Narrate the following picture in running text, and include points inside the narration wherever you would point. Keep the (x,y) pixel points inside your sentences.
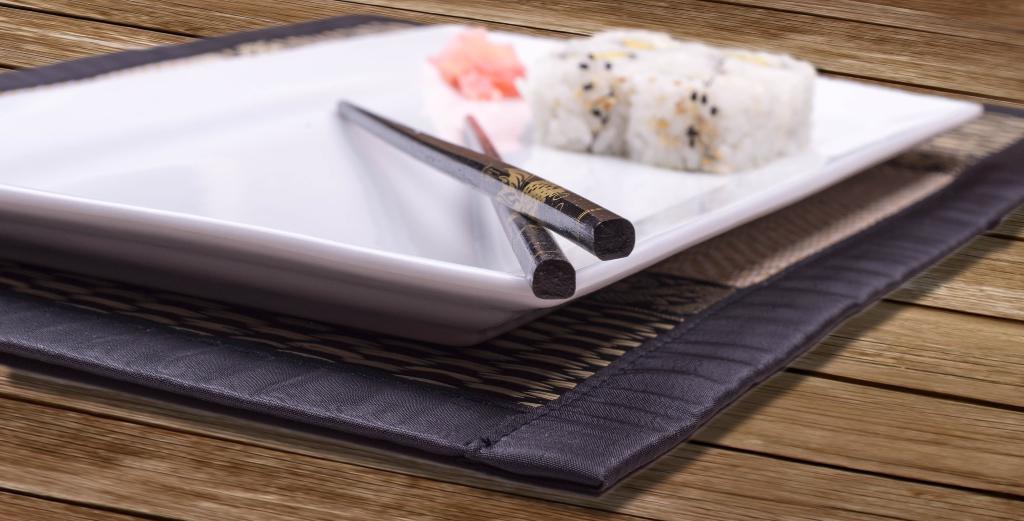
As we can see in the image there is a table (823,409). On table (859,475) there is a tray (271,282) and on tray (511,260) there are chopsticks (597,203) and food (651,114).
